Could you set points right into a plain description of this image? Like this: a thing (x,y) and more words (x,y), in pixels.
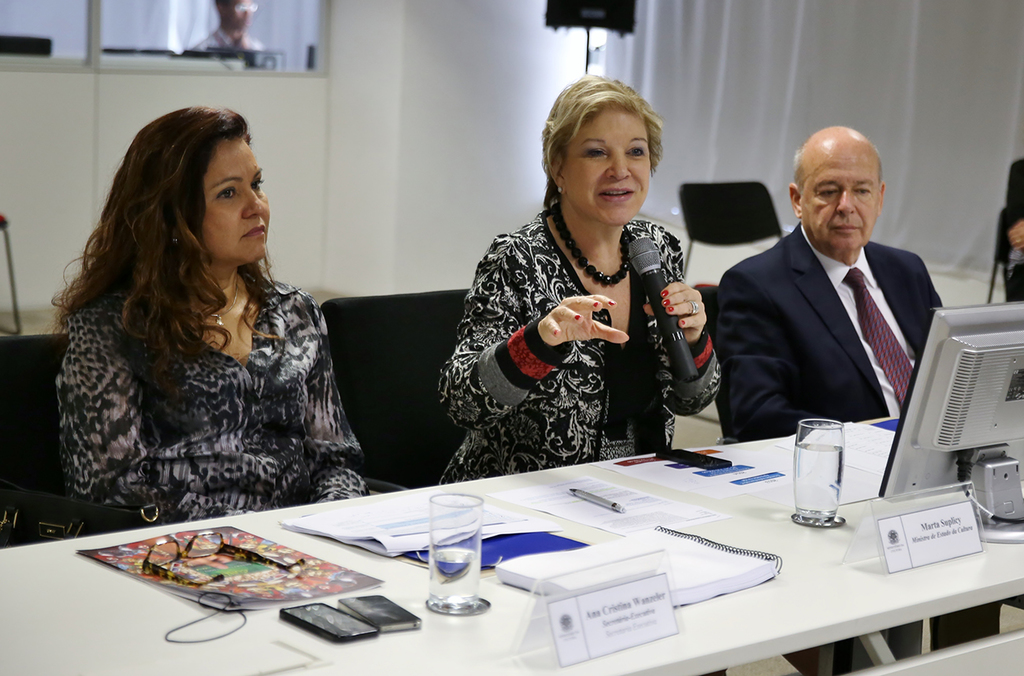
In the foreground of this picture (668,526), there is a table (753,590) on which glasses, books (676,562), pen (594,501), papers (665,512), name boards (600,626), mobiles (339,635), spectacles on it. In the background (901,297), there are two women (288,340) and a man (865,292) are sitting on the chairs (721,399) where one woman (653,328) is holding a mic (662,312). In the background (704,100), there is a wall (553,33), curtain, glass (273,12) and a man (230,22) through the glass (110,55) is seen.
